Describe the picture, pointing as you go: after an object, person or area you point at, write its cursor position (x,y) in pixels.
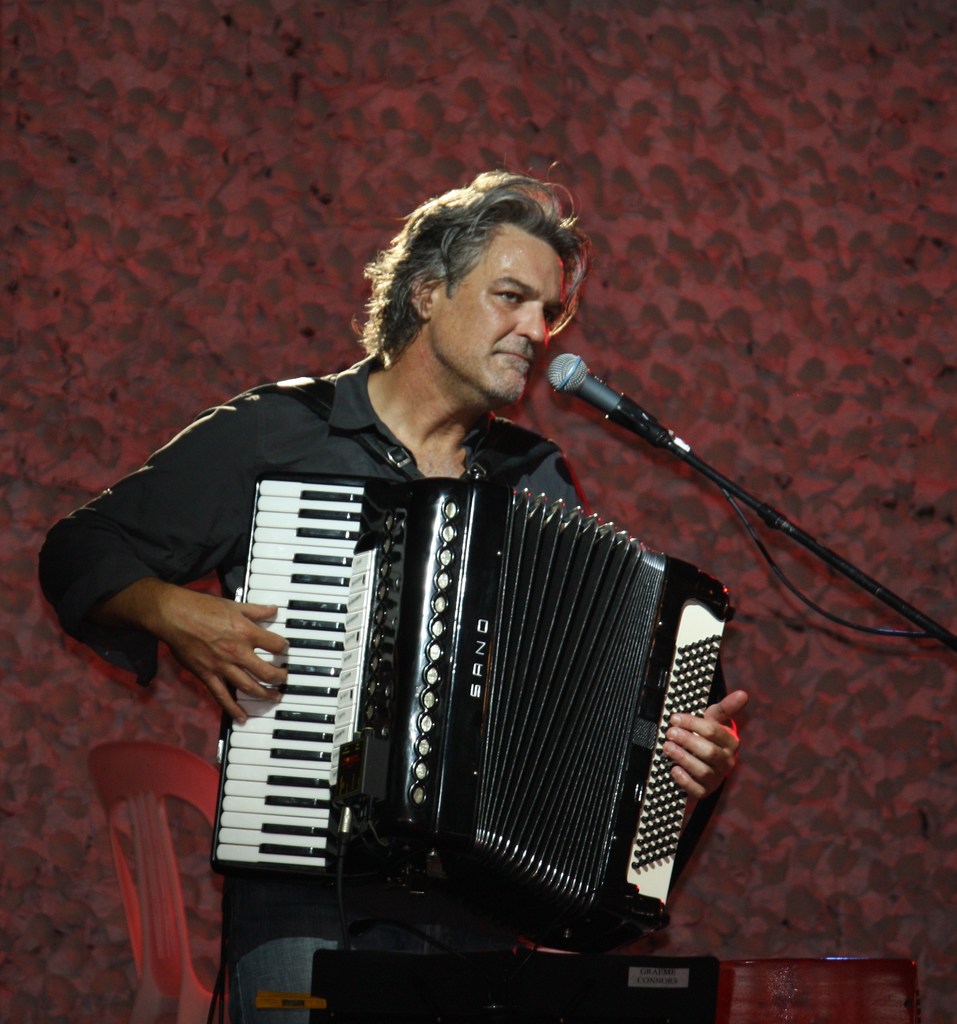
In this picture I can see there is a person (290,399) standing, wearing a black shirt (141,500) and he is playing an accordion (537,704), there is a microphone (590,380) attached to the stand (818,547) and the person (551,305) is also looking at right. There is a red color wall (889,826) in the backdrop (922,816).
